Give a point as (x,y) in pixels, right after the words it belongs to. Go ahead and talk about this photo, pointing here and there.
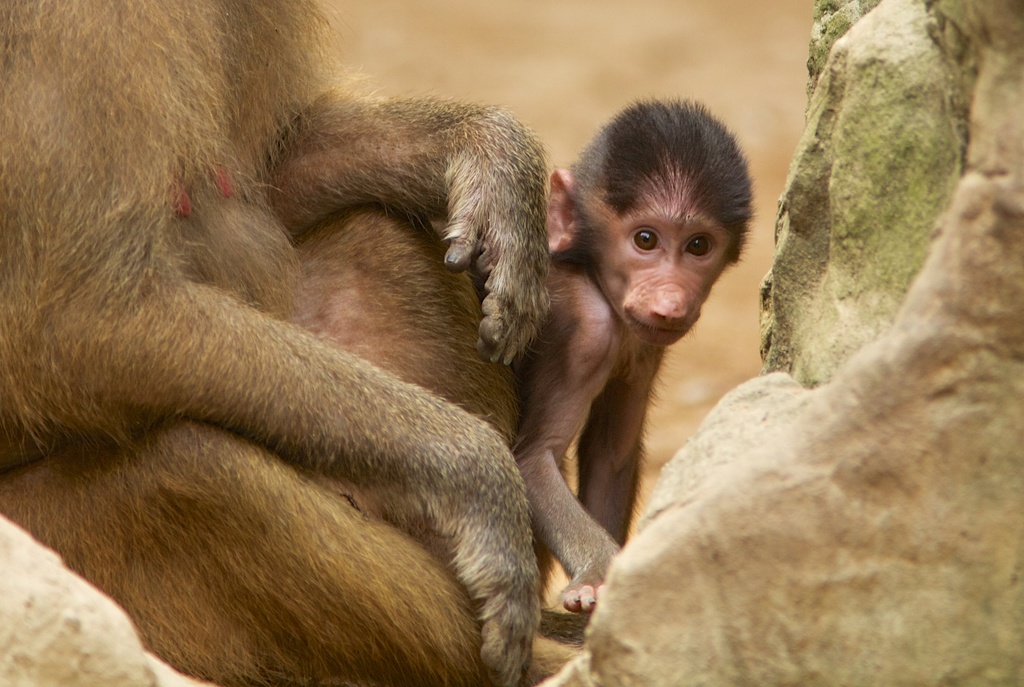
In this picture we can see monkeys (382,416), rocks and in the background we can see it is blurry.
